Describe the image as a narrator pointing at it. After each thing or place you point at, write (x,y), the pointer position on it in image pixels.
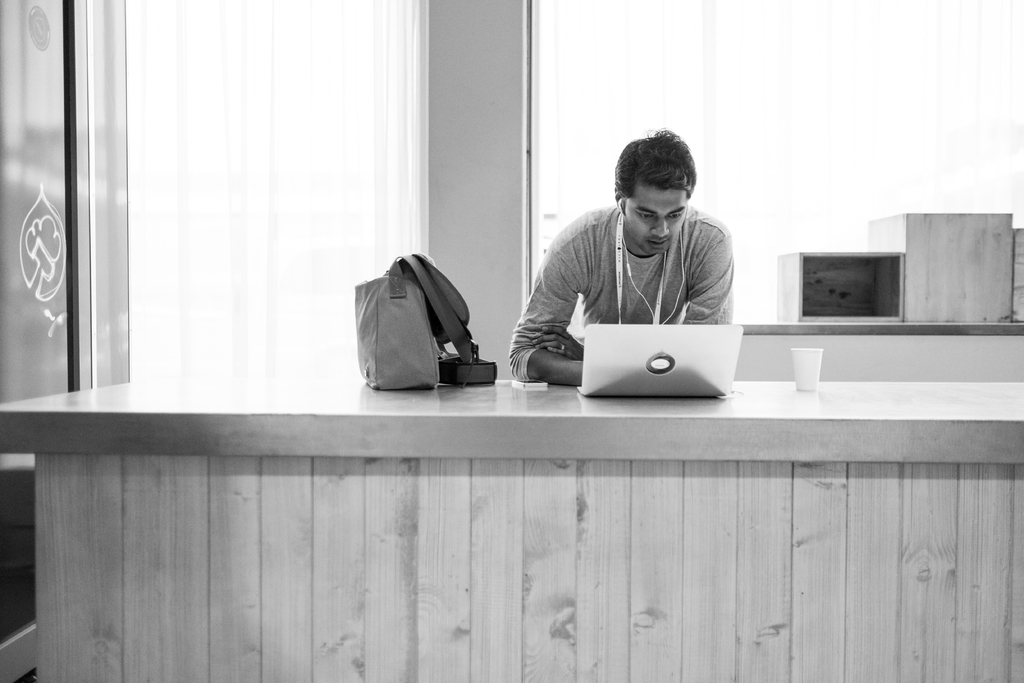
in this image there is a person (712,304) leaning on the table (130,509) having laptop (615,362), bag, mobile (538,385) and glass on it. Background (93,247) there is a window (1008,61). Before it there are boxes (782,260).
